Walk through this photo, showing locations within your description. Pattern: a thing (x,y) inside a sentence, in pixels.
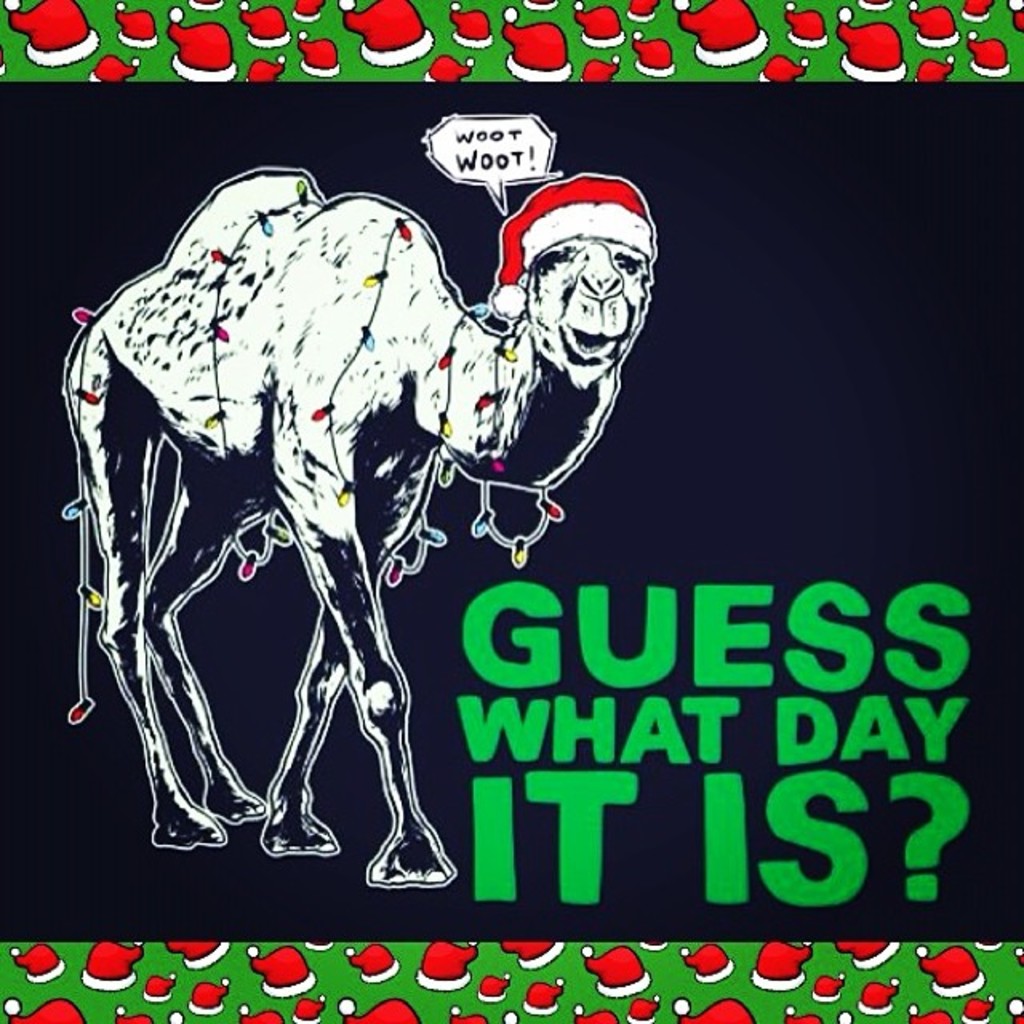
The picture is looking like a poster. At the top (318,51) and at the bottom (513,1022) we can see depiction of caps (370,61). In the center of the picture (419,358) we can see text (559,749), camel (466,373), light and other objects (487,144). The picture is a depiction.
